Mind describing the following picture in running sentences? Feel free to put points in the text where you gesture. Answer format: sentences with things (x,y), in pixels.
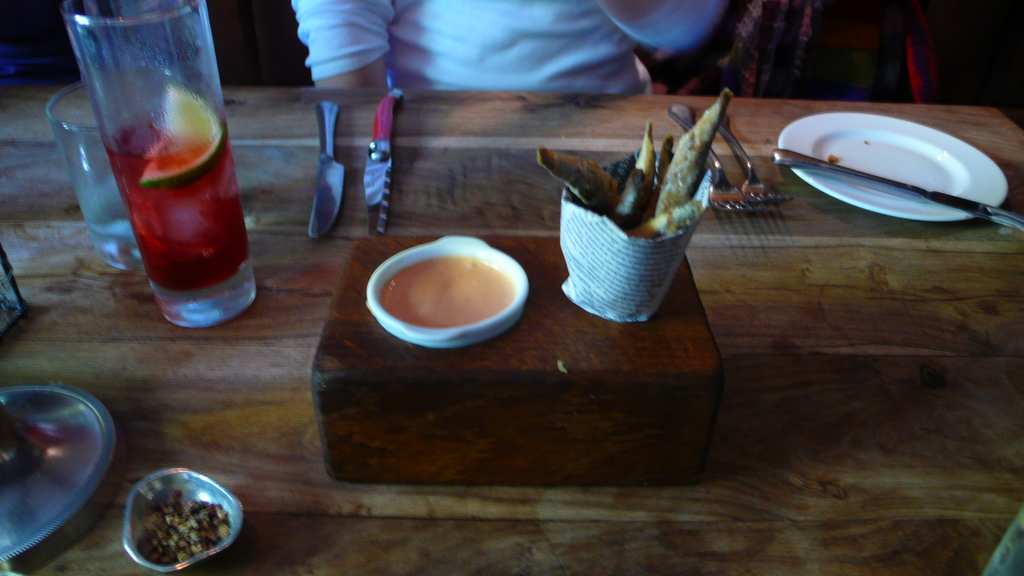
We can see forks (758,184), knives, plate (890,162), wooden box (650,354), bowls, glasses (141,218), utensils (32,445) and food item (637,197) on the table (991,486). At the top of the image (474,44), one person (446,30) is wearing white color t-shirt (479,55).
